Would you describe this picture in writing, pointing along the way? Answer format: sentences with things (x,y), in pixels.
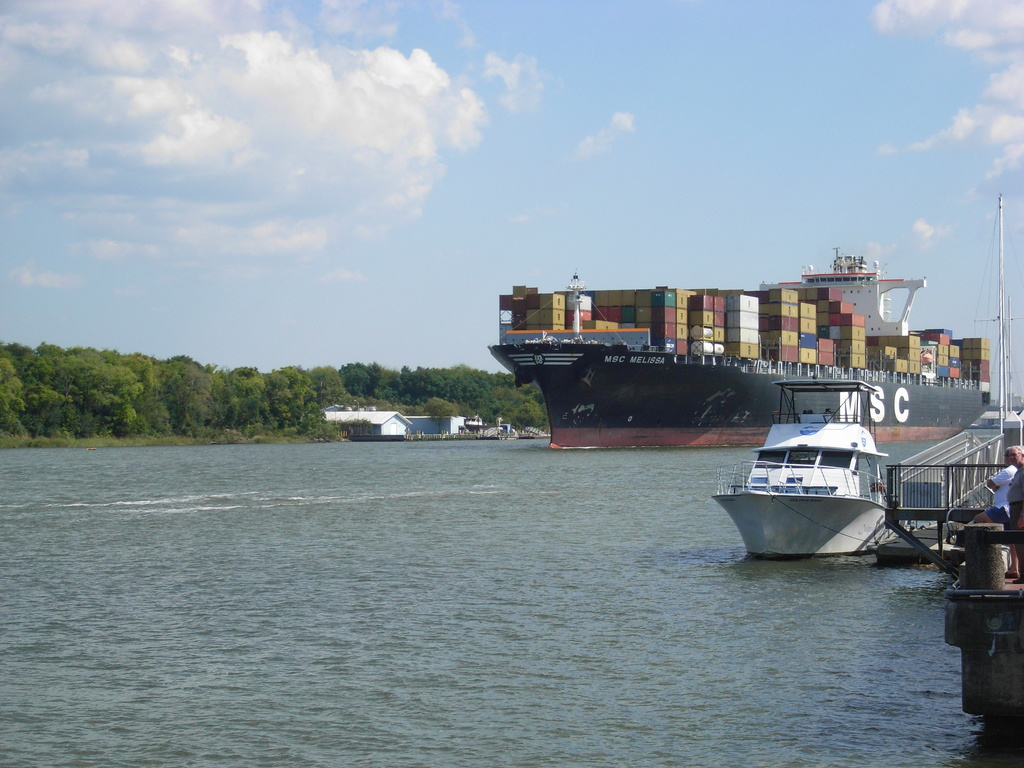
Right side of the image (1014,503) there are two people (987,483) standing and we can see ships (805,515) on the water (432,606). Background (480,384) we can see shed (390,416), trees (466,385) and sky (360,136).
